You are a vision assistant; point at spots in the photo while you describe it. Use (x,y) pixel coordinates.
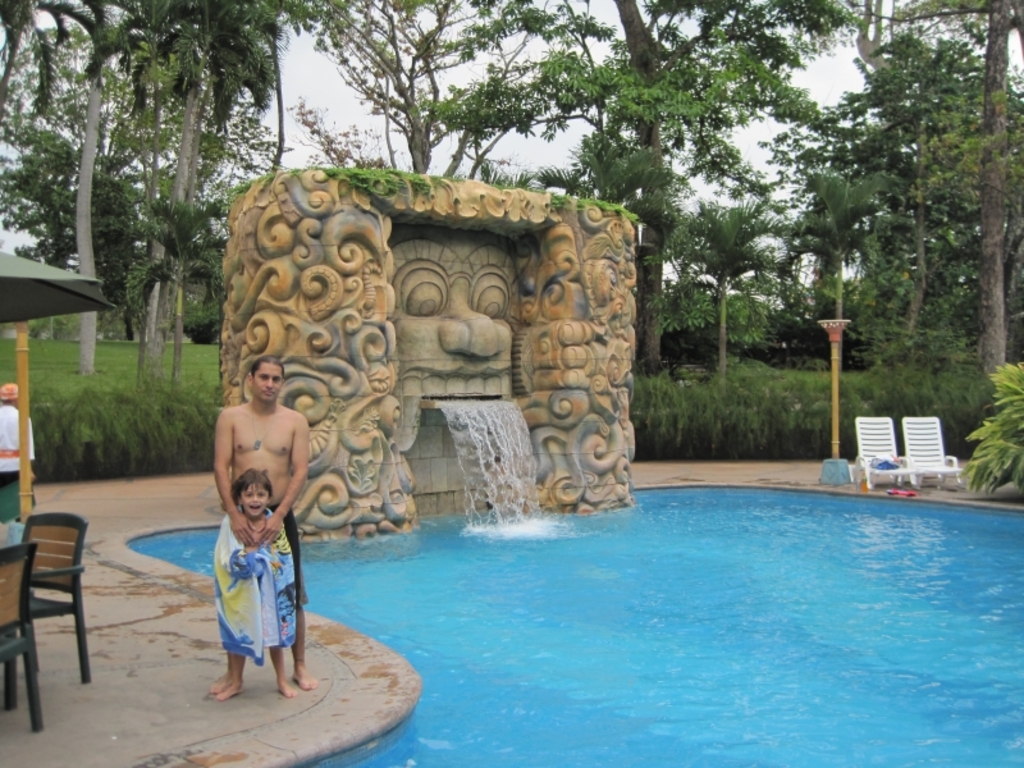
In the image there is a fountain (464,417) with sculpture (432,412). In front of that there is a swimming pool (508,528). In the image there are two persons (241,515) standing on the floor (52,598). There are trees (962,359), chairs (883,425) and tents (48,296).
